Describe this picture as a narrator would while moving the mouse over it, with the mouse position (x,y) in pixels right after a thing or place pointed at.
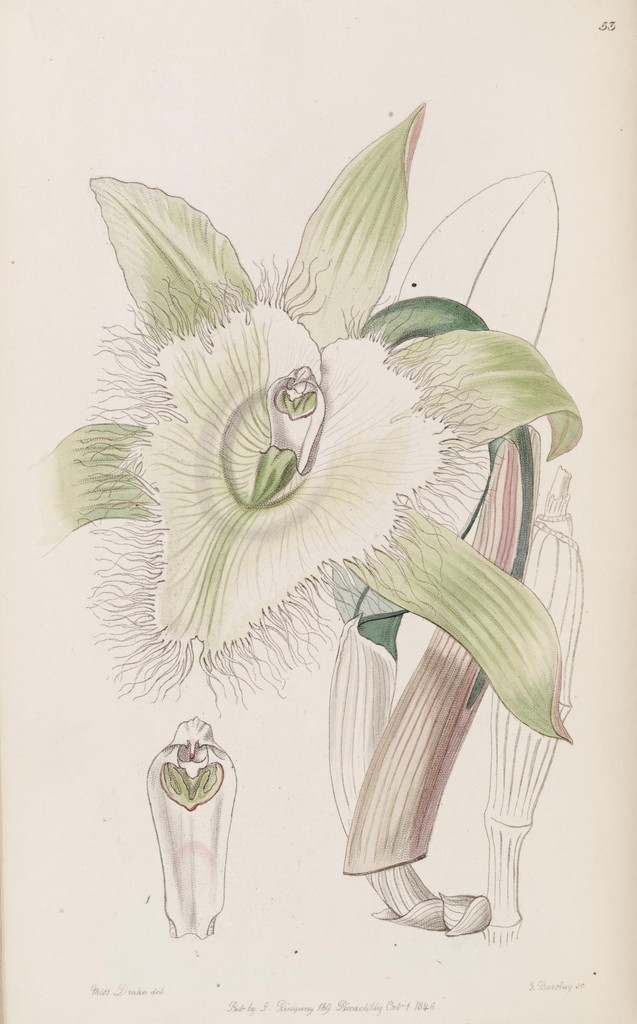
In this image I can see the drawing of a flower (238,423) to the plant (403,454) and a flower bud (173,818) on the cream colored paper (277,744).
